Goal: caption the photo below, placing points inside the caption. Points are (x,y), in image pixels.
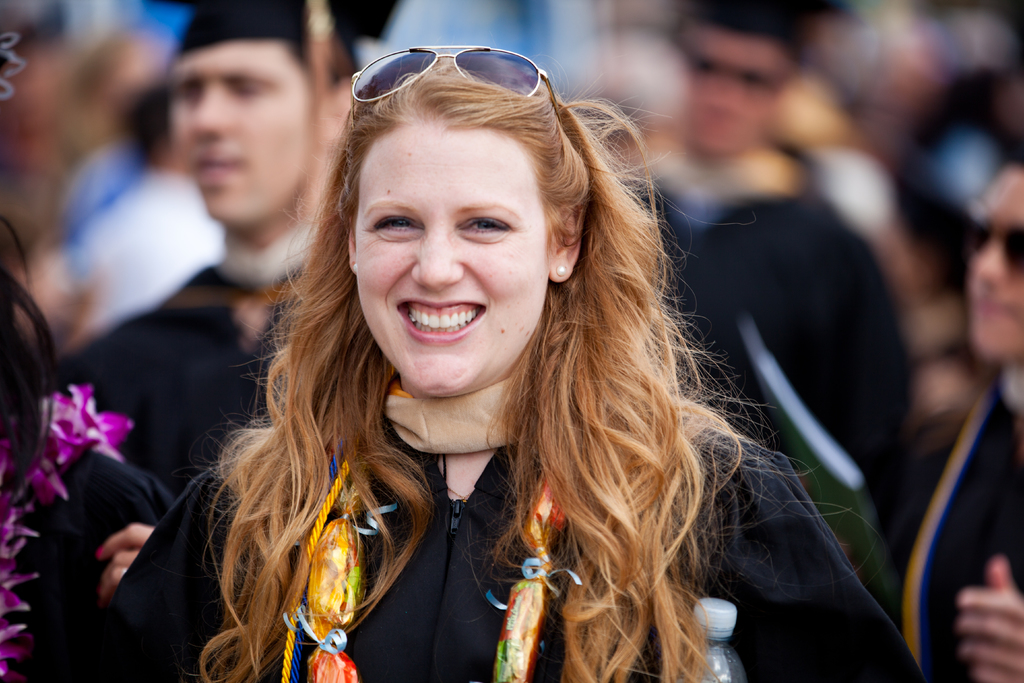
In this picture there is a woman (506,473) wearing black dress (495,502) is smiling and there are few other persons (801,248) wearing graduation dress (800,235) behind her.
